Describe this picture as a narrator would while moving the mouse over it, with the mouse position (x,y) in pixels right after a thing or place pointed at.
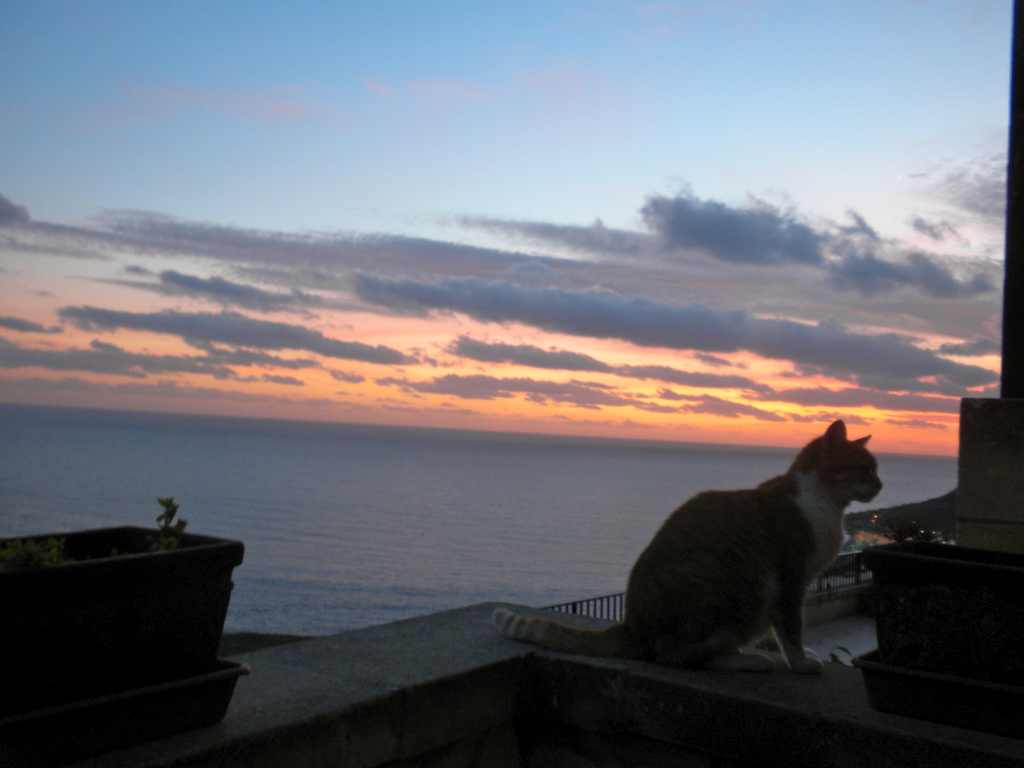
In this picture I can see there is a cat (676,614) sitting on the wall (657,693) and there are few flower pots (1002,597) and there is a pole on to right side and in the backdrop (215,507) there is a ocean (249,456) and the sky (974,394) is cloudy.
